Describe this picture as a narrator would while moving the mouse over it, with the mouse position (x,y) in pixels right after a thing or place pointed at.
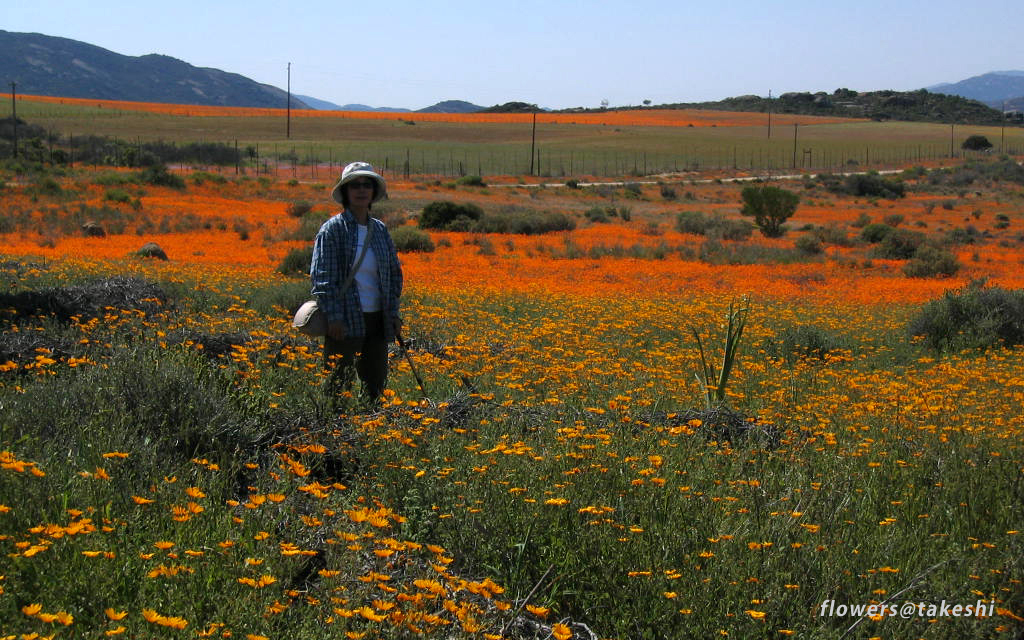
In this image we can see there is the person (351,319) standing and holding the stick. And there are plants (538,441) with flowers (604,236). And there are poles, mountains (275,95) and the sky (698,63).
